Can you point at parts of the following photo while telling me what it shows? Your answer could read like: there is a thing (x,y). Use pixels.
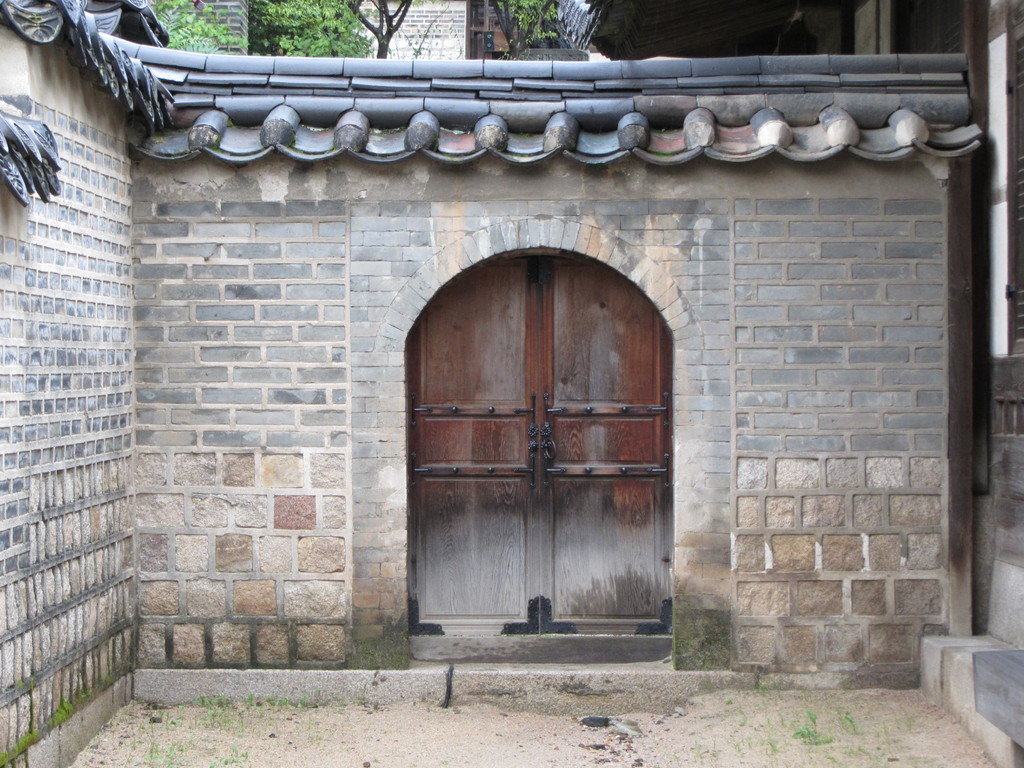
This is a house (432,370).
